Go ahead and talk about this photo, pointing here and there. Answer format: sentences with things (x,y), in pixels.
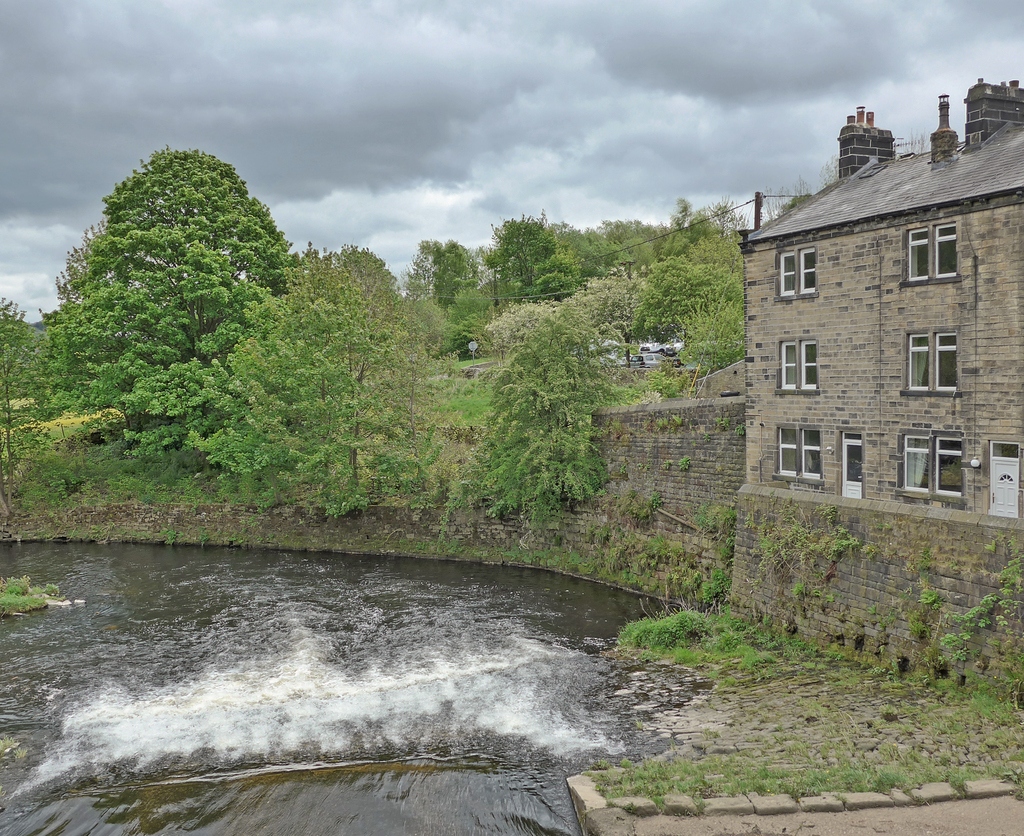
In this picture I can see water (455,687), there is grass (734,618), there is a house (934,444), there are trees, and in the background (627,99) there is the sky (753,100).
